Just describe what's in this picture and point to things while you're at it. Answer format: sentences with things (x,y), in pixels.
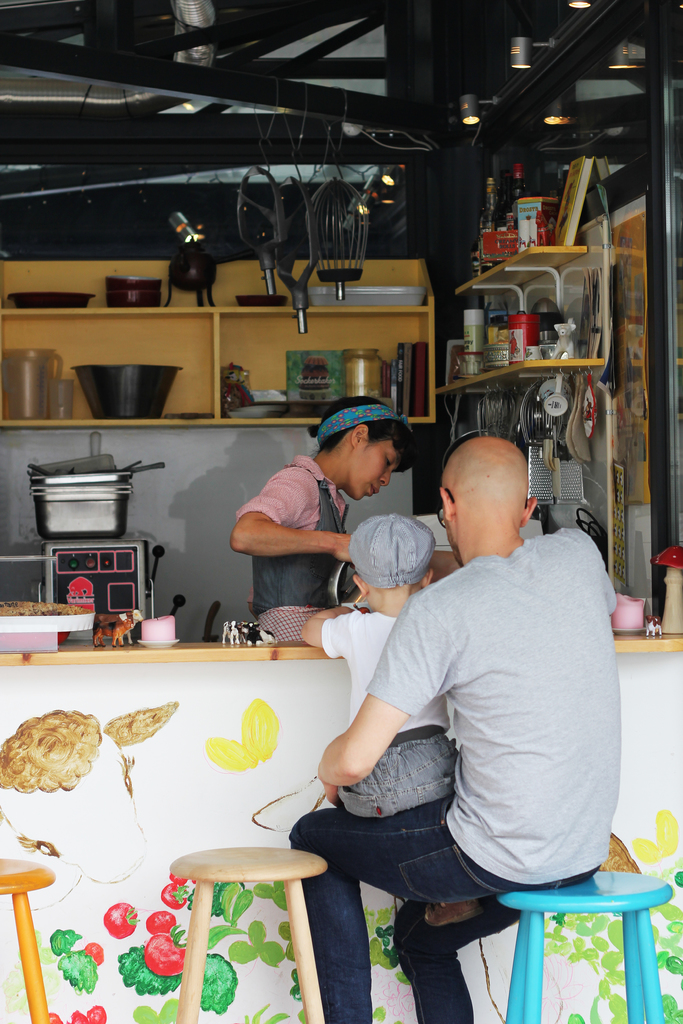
In this image I can see the person (548,798) is sitting and holding another person (351,811). I can see few objects (317,366), vessels (42,364), jars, spoons (559,418) in the kitchen-racks (251,281). I can see the wall (543,283), few vessels (549,410) and one person (358,414) is holding something. In front I can see few stools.
